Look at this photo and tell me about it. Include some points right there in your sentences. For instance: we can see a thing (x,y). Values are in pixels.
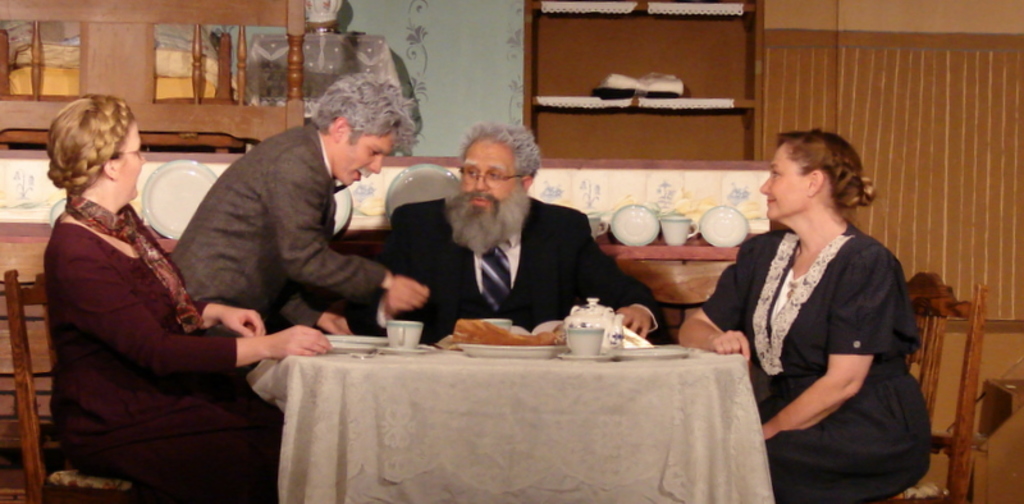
In this image we can see a group of persons (443,303) are sitting on the chair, and in front (584,328) here is the table (385,388) and cup (598,331) and plates (550,350) and some objects (483,328) on it, and here a person (316,233) is standing, and at back (487,16) here is the wall (477,5).
